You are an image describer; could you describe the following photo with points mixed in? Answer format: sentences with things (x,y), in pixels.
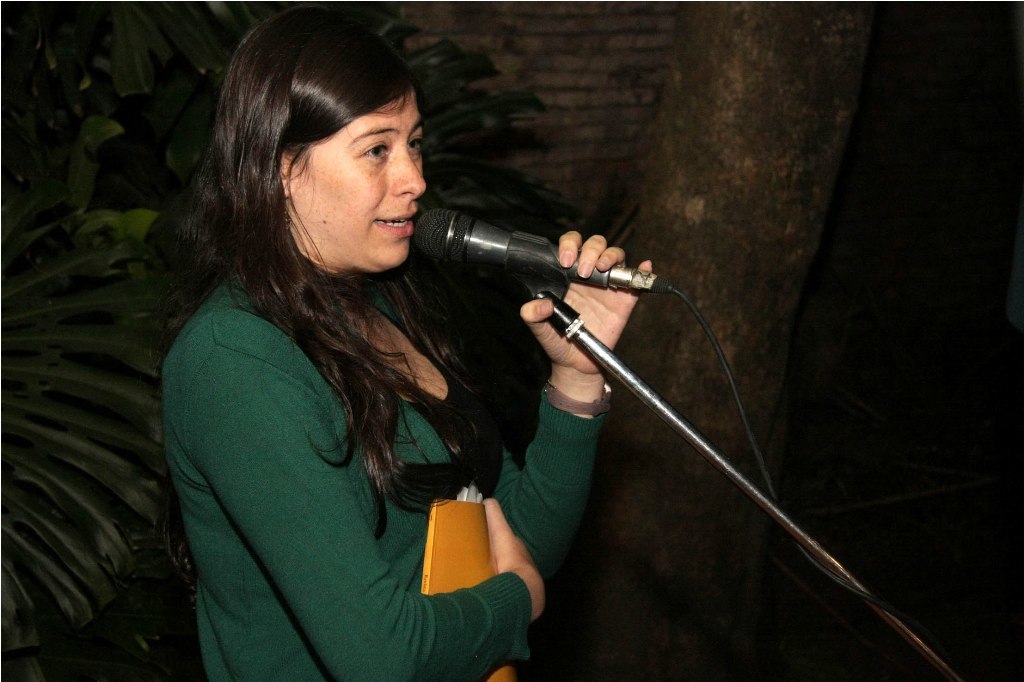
In this image I see a woman (359,23) who is holding a book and the mic (473,252) in her hands (616,293), In the background (602,459) I see tree (735,645) and the plants (13,23).
